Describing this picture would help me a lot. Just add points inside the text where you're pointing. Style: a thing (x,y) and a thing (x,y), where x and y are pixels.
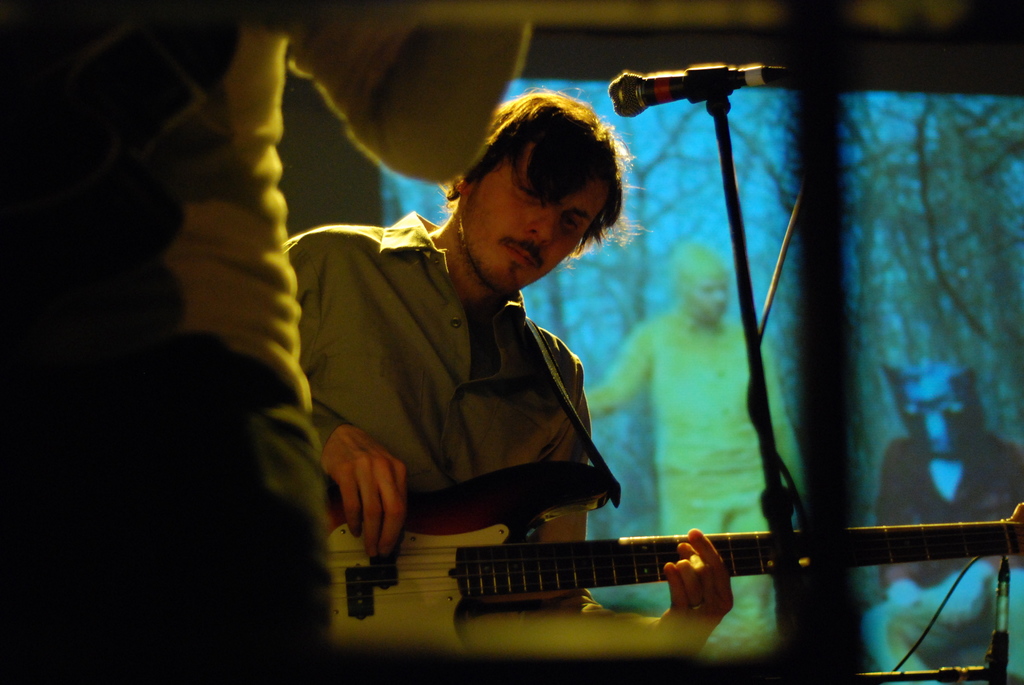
There is a man (328,465) who is playing guitar (348,592). This is mike (673,92). On the background (685,268) there is a screen (746,420) and there are two persons (662,466).
